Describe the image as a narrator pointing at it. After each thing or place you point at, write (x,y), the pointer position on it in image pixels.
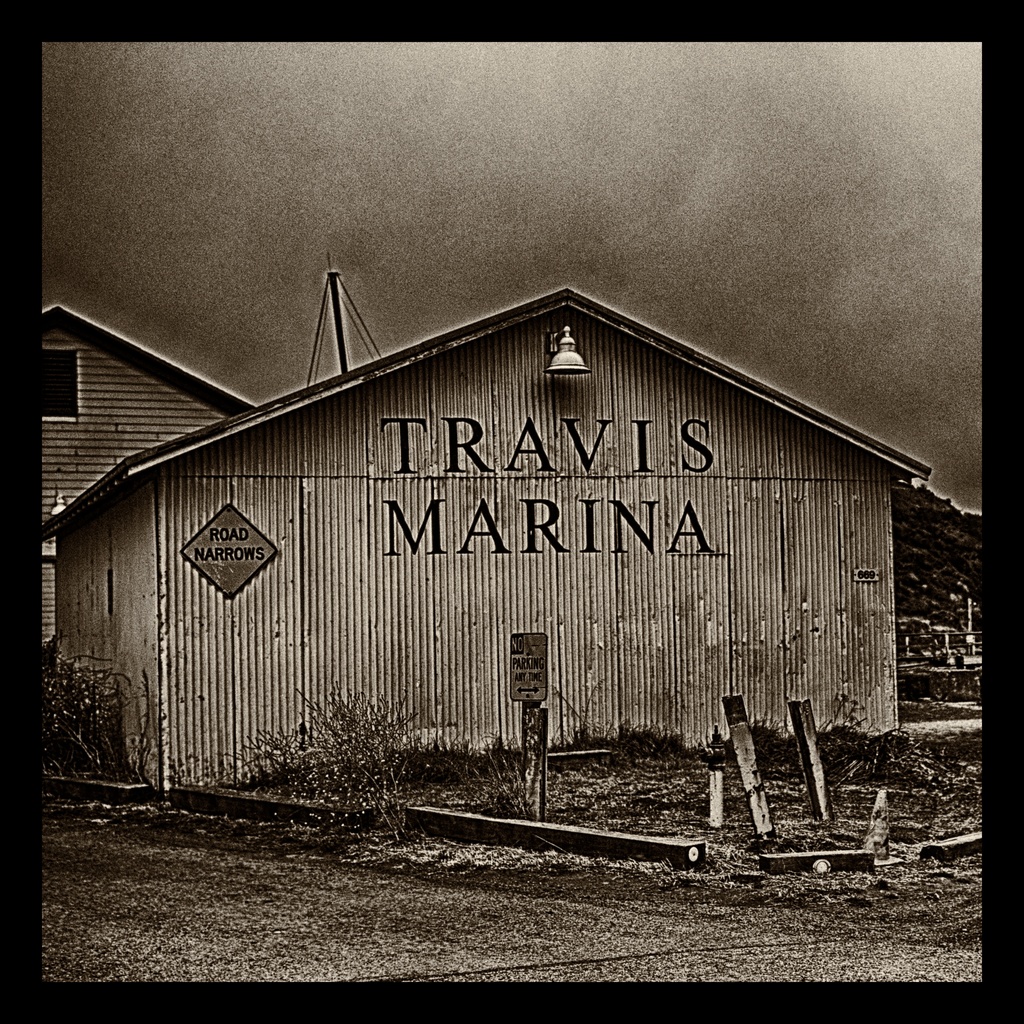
In this image we can see the road (157,913), boards (704,848), plants (876,767), wooden house (482,676), trees (911,579) and the sky (974,491) in the background (495,224).
